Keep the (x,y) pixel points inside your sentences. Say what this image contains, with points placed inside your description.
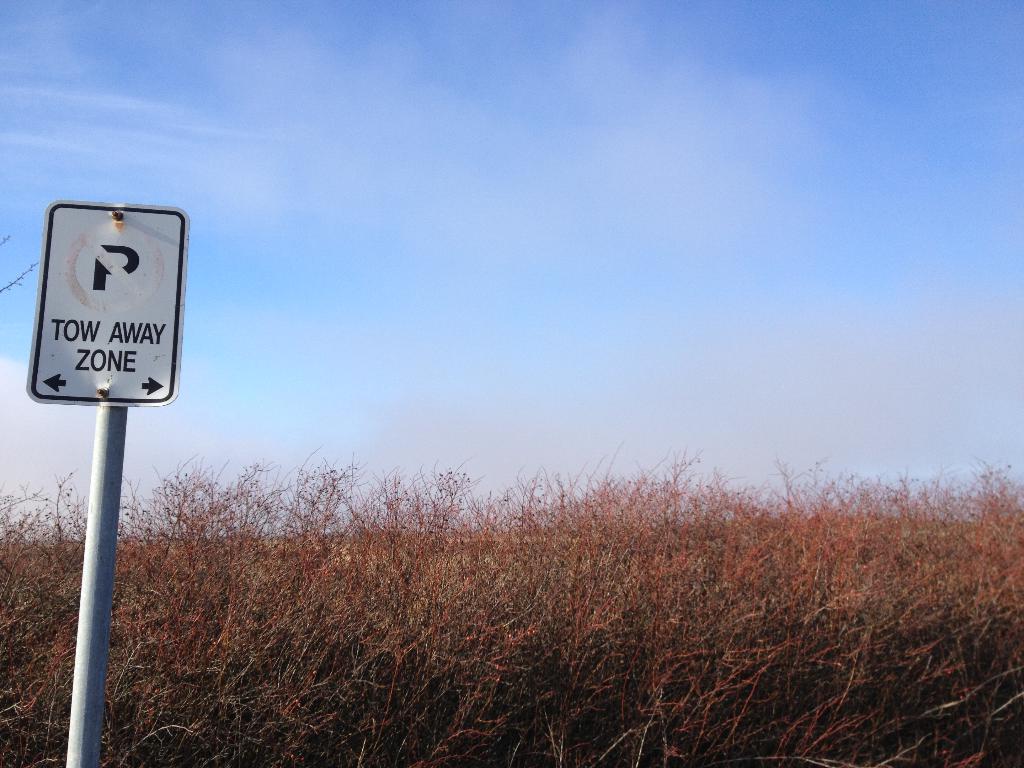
In the image we can see there are dry plants (575,689) on the ground (305,693) and there is a sign board (113,319). There is clear sky (348,316) on the top (215,170).
